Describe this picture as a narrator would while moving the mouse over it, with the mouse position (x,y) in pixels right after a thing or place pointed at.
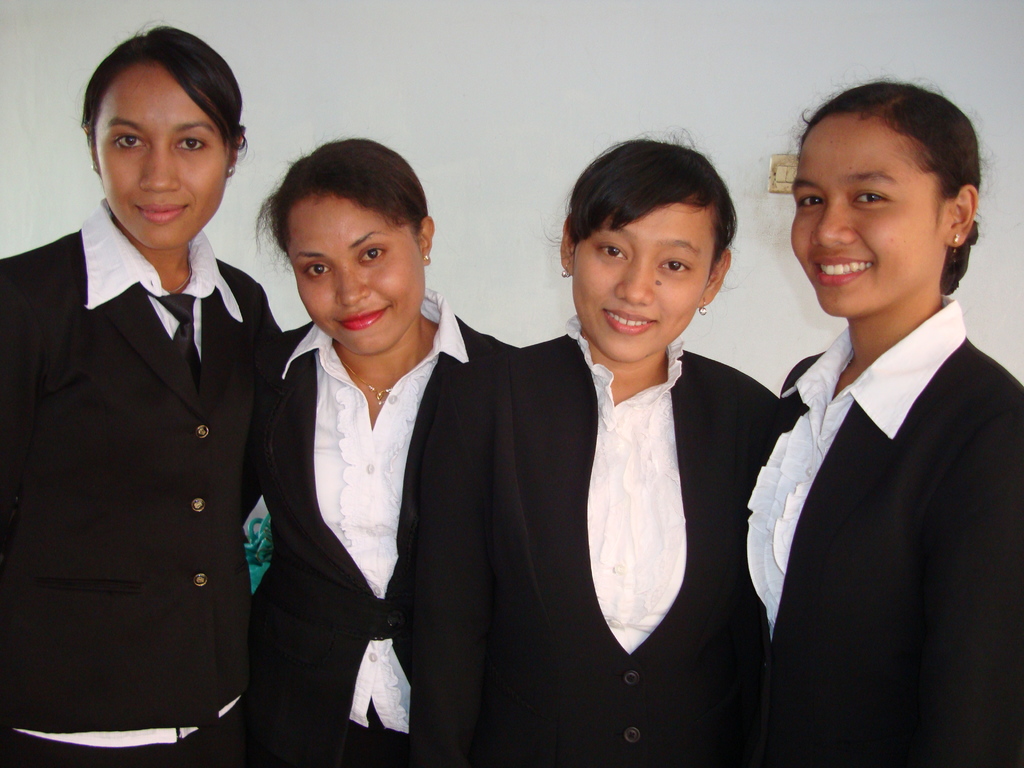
In this image we can see four ladies (511,566) standing and smiling. In the back (532,111) there is a wall (672,102).
